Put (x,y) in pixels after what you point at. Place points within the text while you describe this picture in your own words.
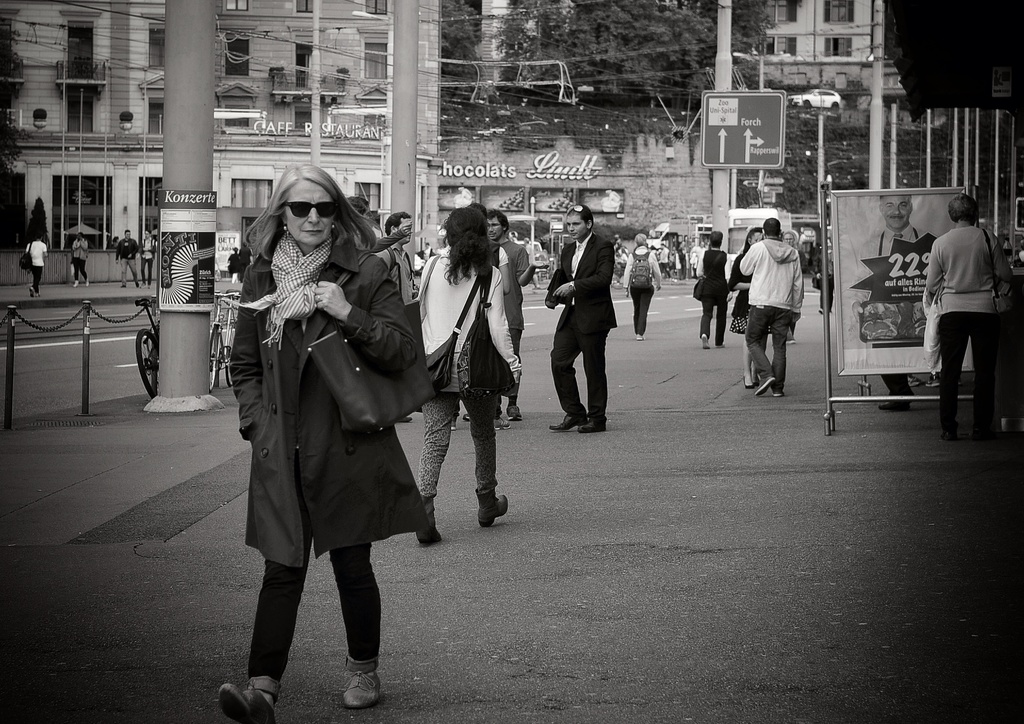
In this image I can see there are few persons (506,220) walking on road (924,456), in the middle (603,256) I can see a person (962,272) standing on road (903,456), in front of the notice board (904,273) visible on right side (891,269) and In the middle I can see the building (141,129), sign board (782,128) and poles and trees (835,125) and beams (162,323), in front of the beam (171,354) there is a bi-cycle (149,330).
